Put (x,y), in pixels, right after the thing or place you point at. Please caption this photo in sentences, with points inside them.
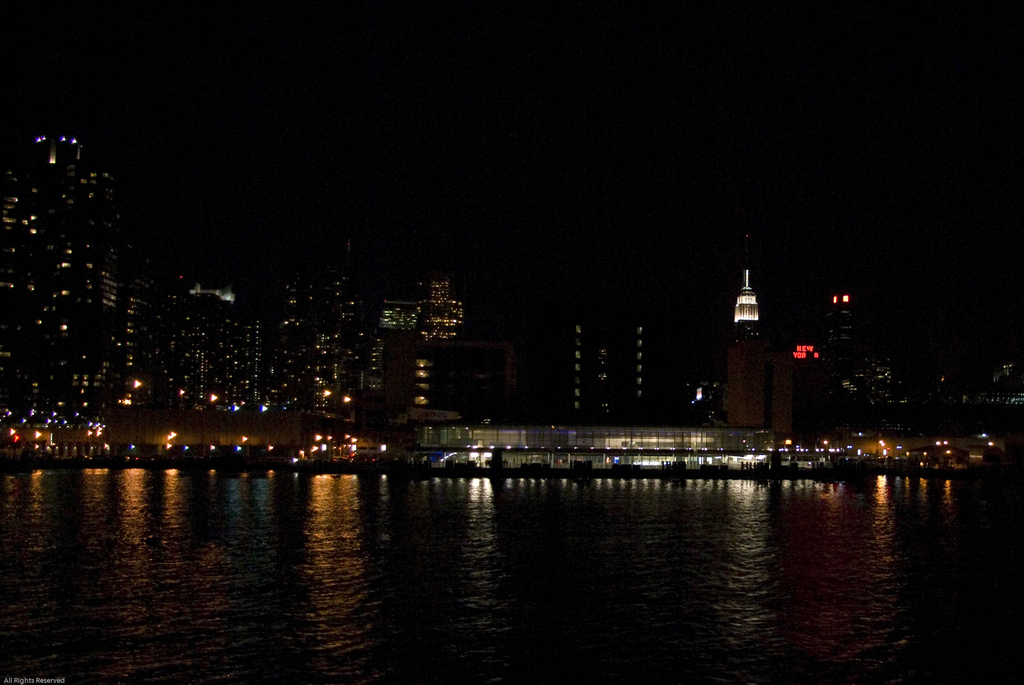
In this picture I can see the water (424,557) in front (28,496) and in the background (101,264) I can see the buildings (379,440) and the lights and on the top of this picture (299,70) I see that it is dark.
